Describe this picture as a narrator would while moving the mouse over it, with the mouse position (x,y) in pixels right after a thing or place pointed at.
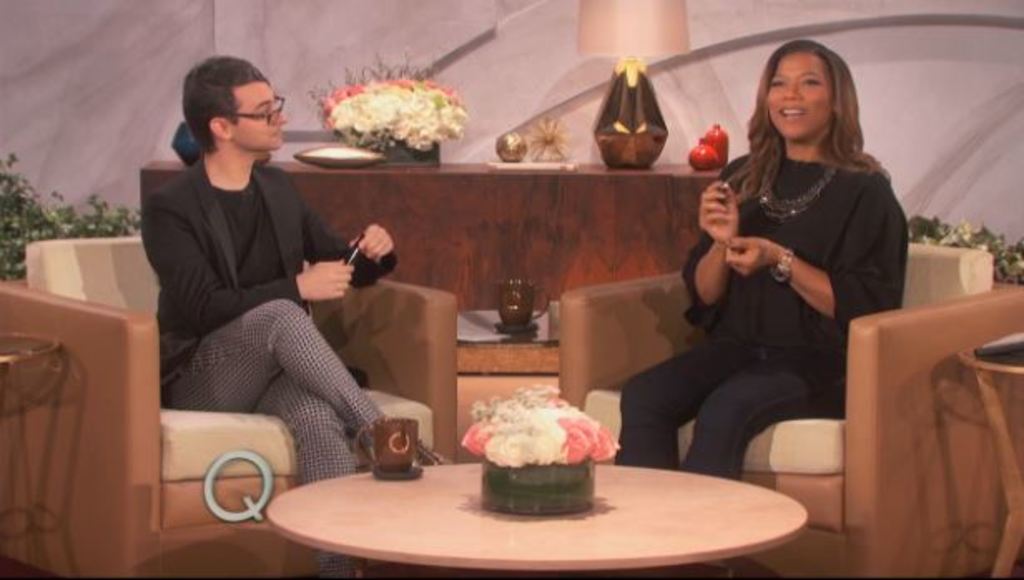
This picture shows a two members (638,385) sitting in the sofas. There is a table (665,500) on which some bouquets (520,441) and cup of coffee (396,454) was placed. There is a man (254,298) and a woman (743,301) here. In the background (515,207) there is a desk (489,200) on which some flowers (428,114) and in the background (485,38) there is a wall (330,45) here.
